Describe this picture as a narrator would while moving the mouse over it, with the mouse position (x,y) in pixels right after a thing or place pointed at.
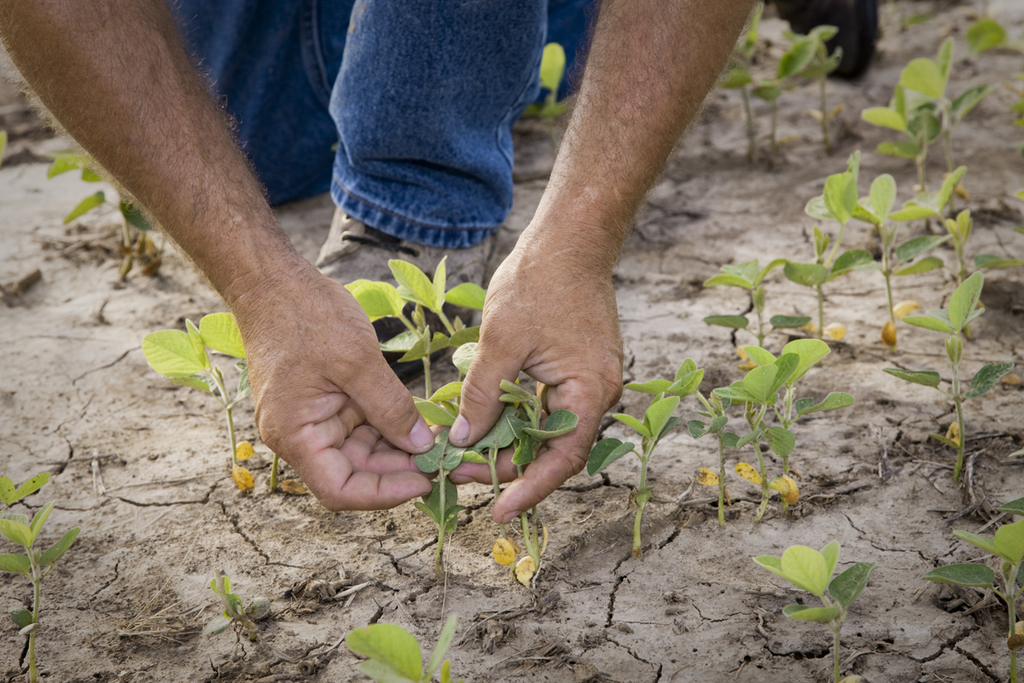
In this picture we can see plants (843,270) on the ground (793,196) and a person (572,121) holding plants (537,424).
